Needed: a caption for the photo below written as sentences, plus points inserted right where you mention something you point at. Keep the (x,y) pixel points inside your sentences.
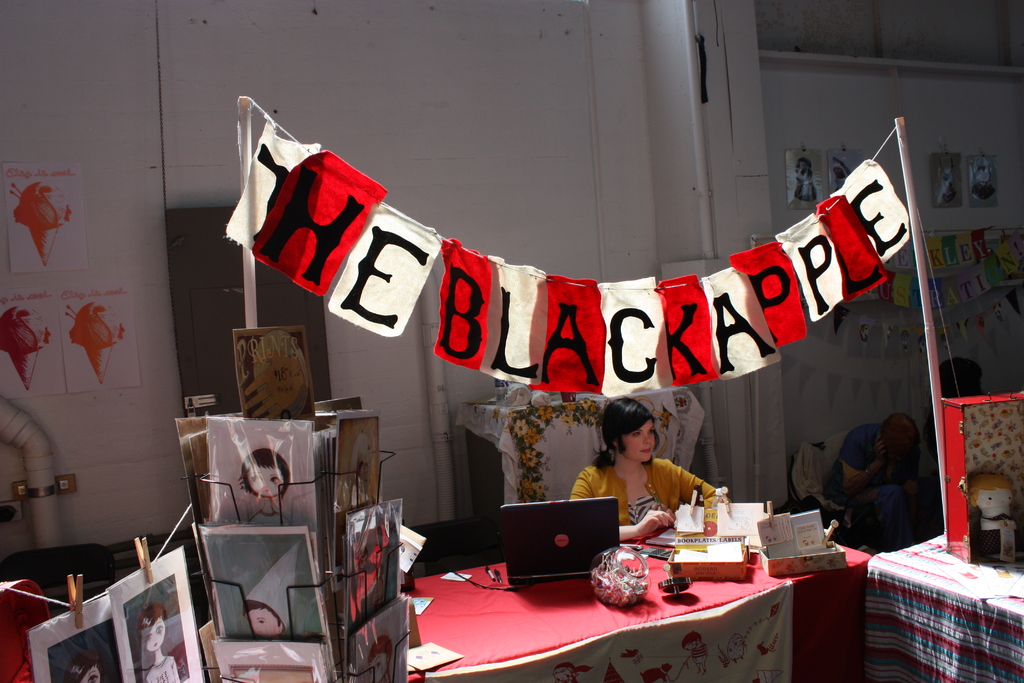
This person (652,434) sitting. There is a table (688,611). On the table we can see laptop (580,552), box (727,576), papers (720,555). There is a banner (696,282) attached with two poles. On the background (188,53) we can see wall (125,71), posters (9,332).
